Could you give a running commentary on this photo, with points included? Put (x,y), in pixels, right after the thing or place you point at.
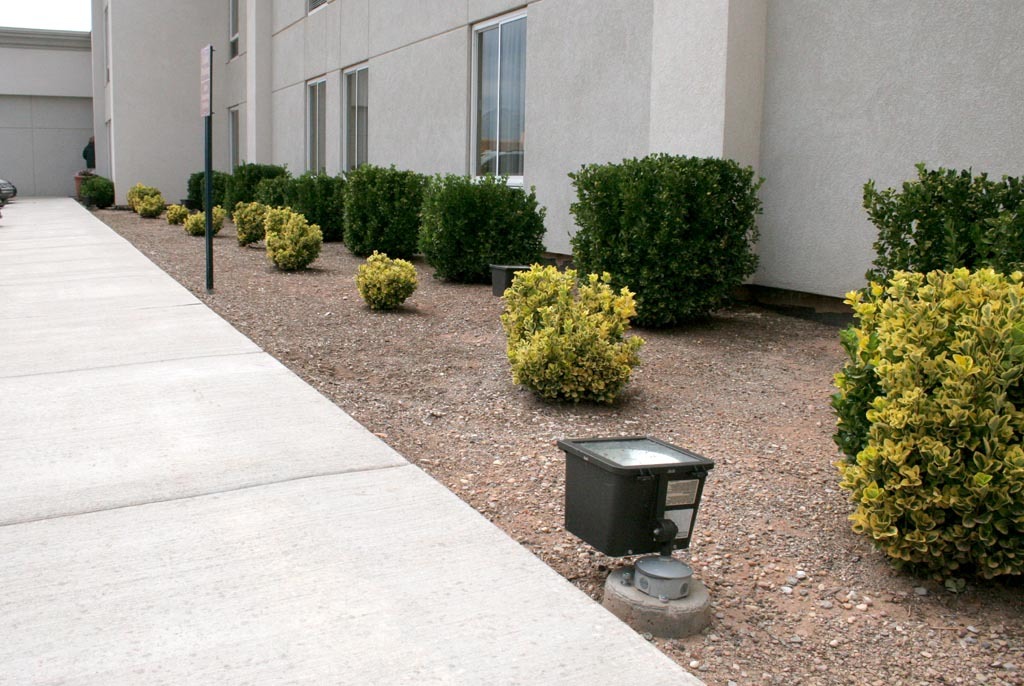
This picture is clicked outside. In the foreground (189,469) we can see the ground (522,635), plants (614,300), text (203,100) on the board (202,83) which is attached to the pole (206,141) and we can see some other objects (680,507). In the background (69,57) we can see the building (474,95), windows (312,90) of the building (237,102) and a person like thing (93,148).
